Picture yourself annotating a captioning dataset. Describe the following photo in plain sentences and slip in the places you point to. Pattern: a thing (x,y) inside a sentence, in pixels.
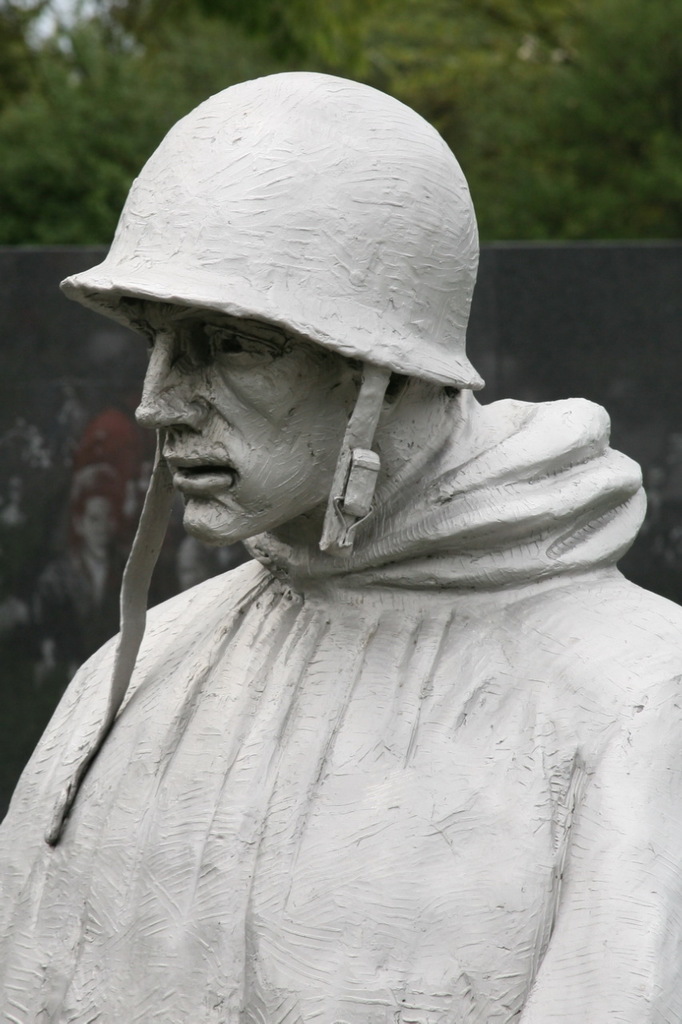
This picture is clicked outside. In the foreground (359,698) we can see the sculpture (497,534) of a person (314,338) wearing a helmet (267,295). In the background (142,100) we can see the trees (314,36) and the depictions (80,571) of people (107,540) on an object (50,284) which seems to be the board (604,306).
